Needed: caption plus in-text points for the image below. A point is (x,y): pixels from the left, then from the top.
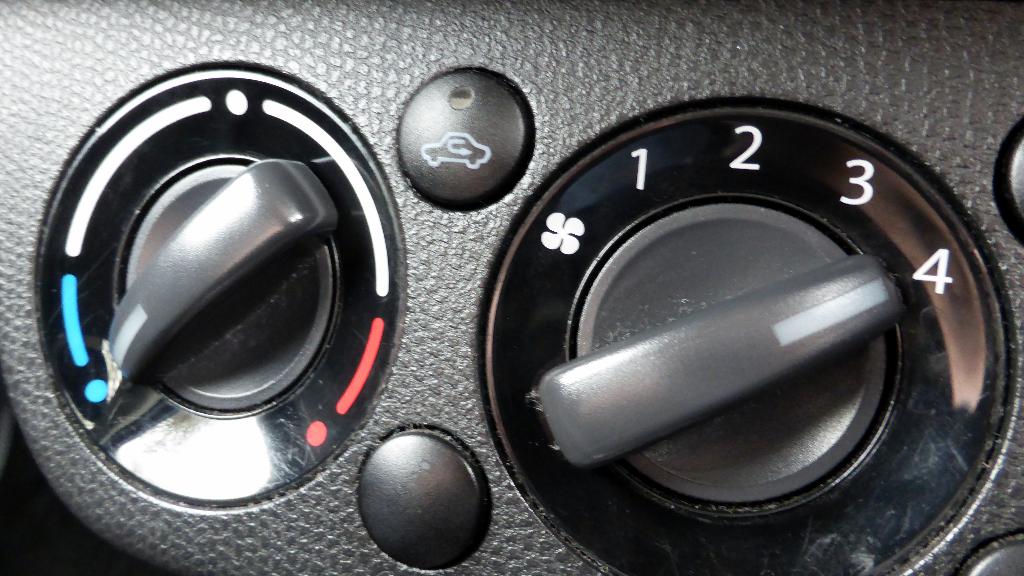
In this image, we can see two controlling knobs (806,575) and there are two black color buttons (518,106).
